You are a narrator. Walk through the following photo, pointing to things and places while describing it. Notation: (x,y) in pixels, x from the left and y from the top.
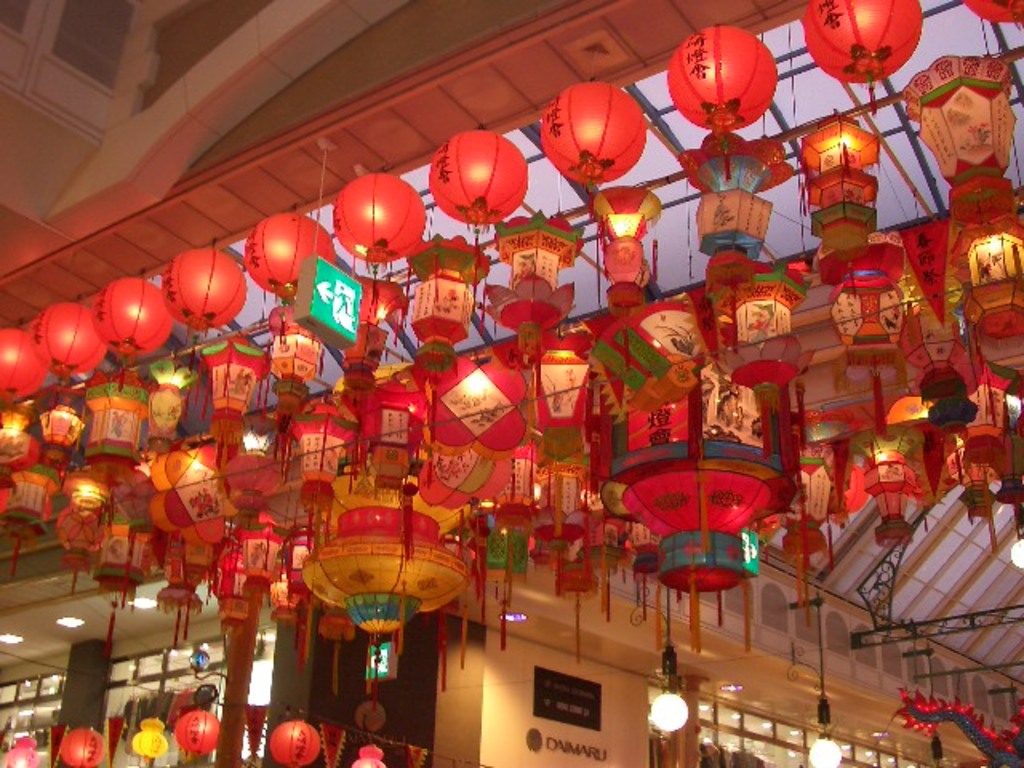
This picture shows a bunch of paper lanterns (984,190) to the roof (23,319) and we see few lights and a store (527,756) and we see a sign board (307,274) hanging to the roof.
